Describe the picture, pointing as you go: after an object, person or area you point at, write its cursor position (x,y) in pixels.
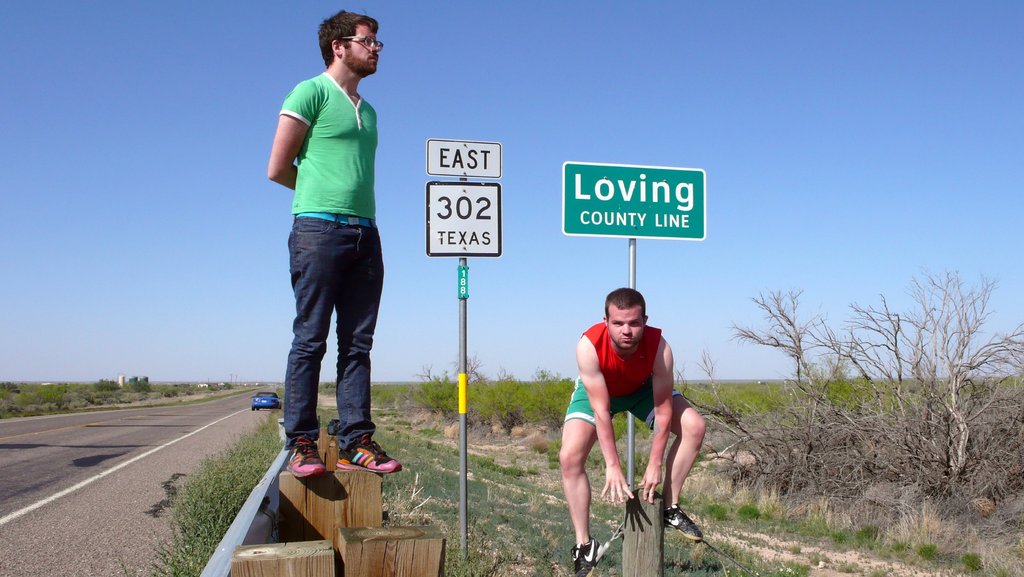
In this image, we can see some plants (201,492). There are two persons (359,361) wearing clothes (329,206). There are boards (464,166) in the middle of the image (440,213). There are wooden planks (319,517) at the bottom of the image (398,536). There is a car (264,396) on the road (202,427) which is in the bottom left of the image (75,519). There is a sky (539,125) at the top of the image (519,74).
